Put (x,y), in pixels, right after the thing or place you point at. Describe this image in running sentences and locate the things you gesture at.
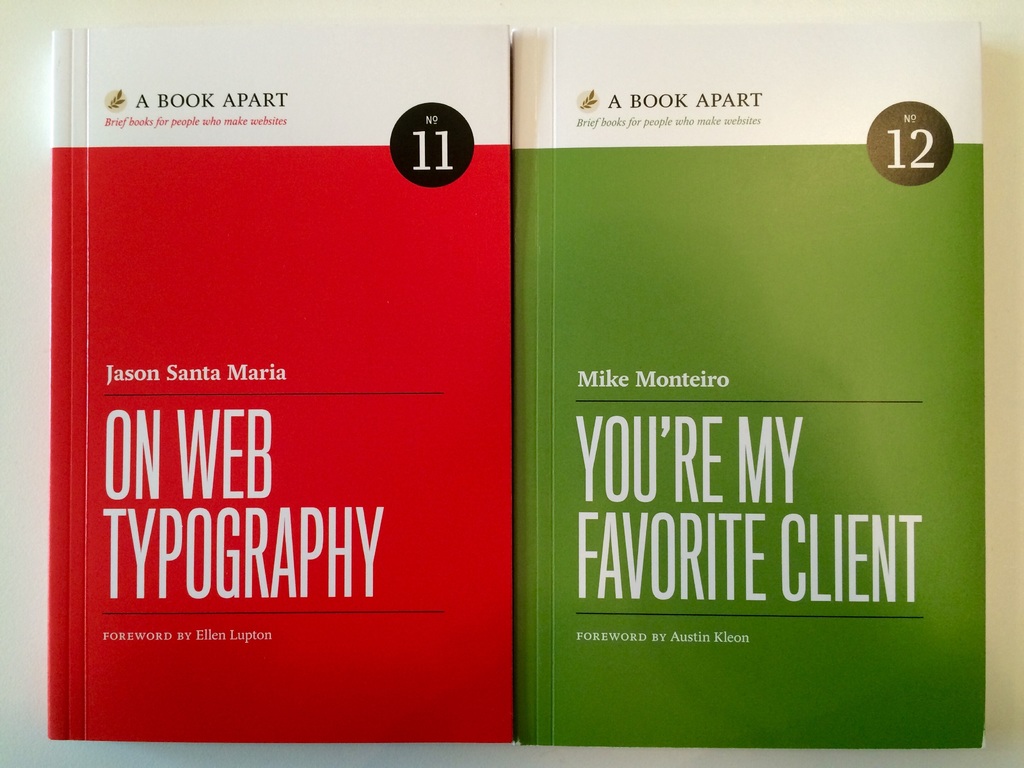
In this image we can see two books (757,459) placed on the surface (15,688).
